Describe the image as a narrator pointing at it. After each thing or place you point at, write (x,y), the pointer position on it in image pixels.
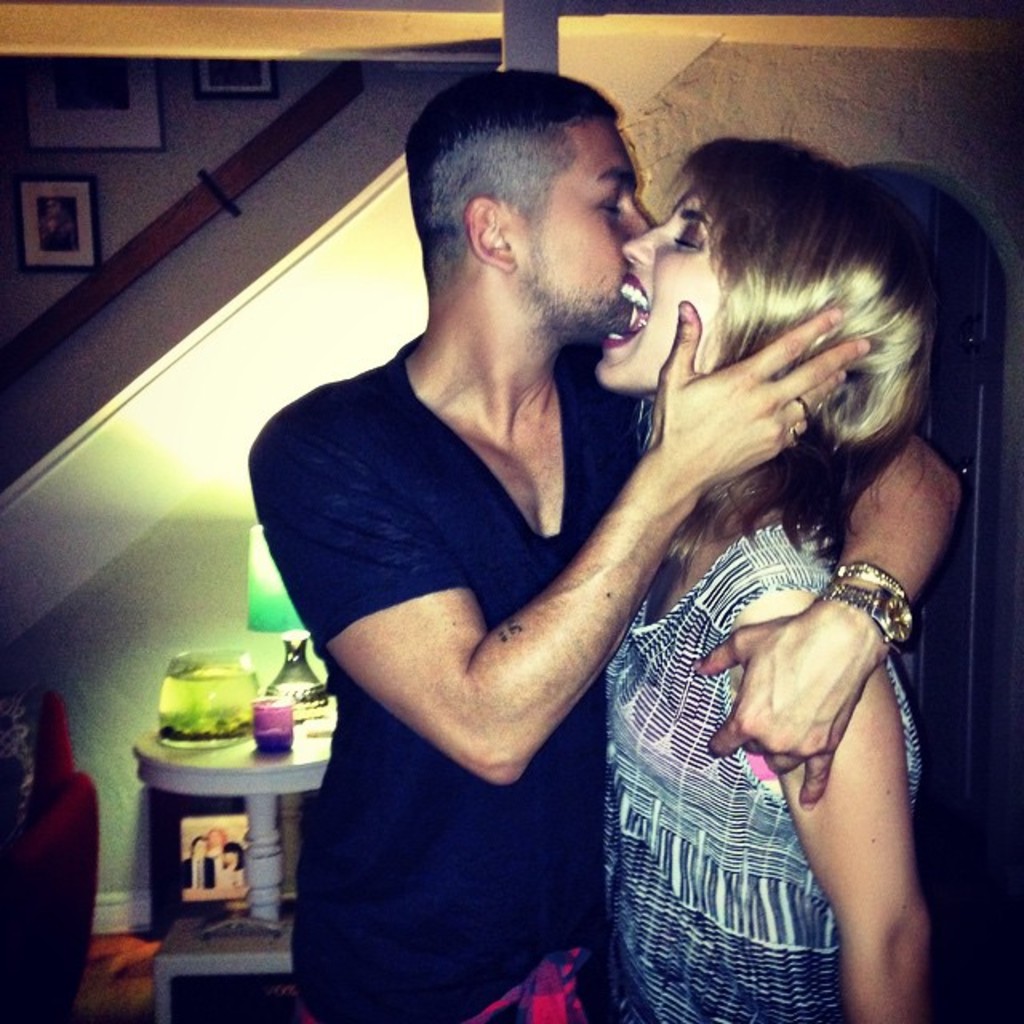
There are two persons (616,725) standing on the right side of this image (758,688) and there is a wall (187,466) in the background (187,466). there are some objects (273,712) kept on a table (252,799) as we can see at the bottom of this image (221,750). There are some photo frames (162,136) attached on the wall (178,114) at the top of this image (238,77).
